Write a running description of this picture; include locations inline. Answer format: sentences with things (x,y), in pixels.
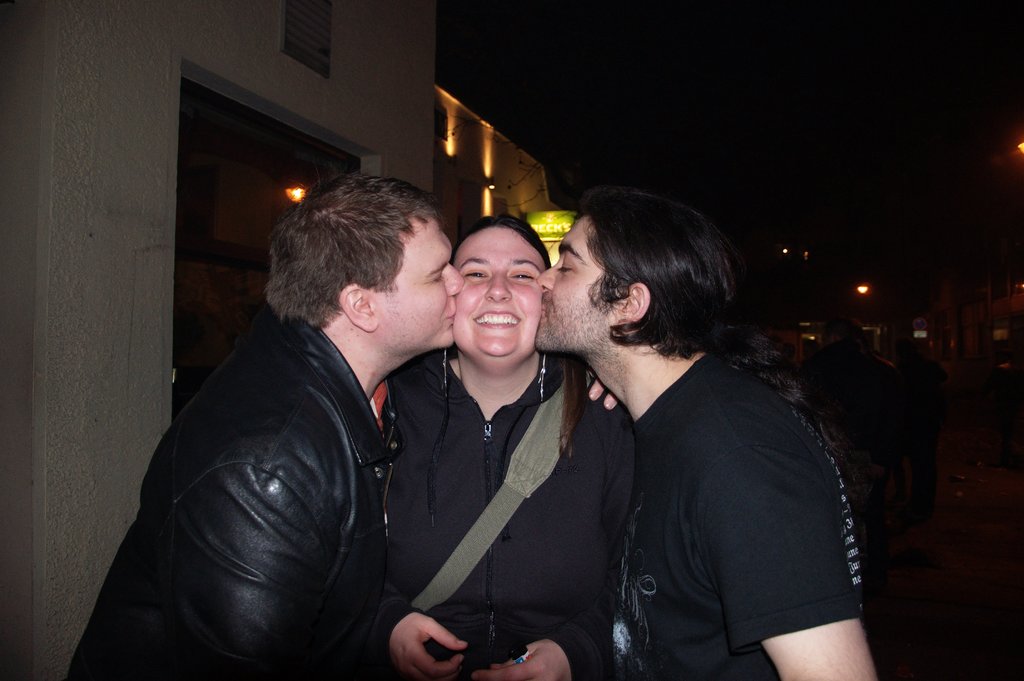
In this image there are 2 men (383,279) standing and kissing a woman (434,525) between them and the back ground (939,39) there is building (512,178), lights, sky (771,179).
